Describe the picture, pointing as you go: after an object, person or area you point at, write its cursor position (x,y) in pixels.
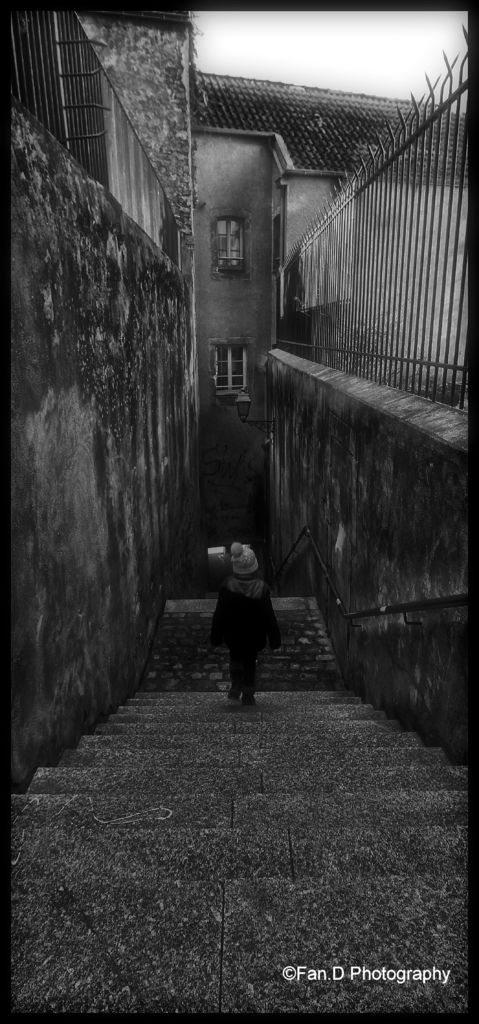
This is a black and white image. In this image, in the middle (190,623), we can see a child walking on the staircase (311,805). On the right side (365,378), we can see a wall (379,458) and a metal grill (439,333). On the left side (127,151), we can see a wall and a metal grill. In the background (220,210), we can see a building (300,206), window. At the top (421,67), we can see a sky (368,83), at the bottom (178,843), we can see a staircase (183,843).
